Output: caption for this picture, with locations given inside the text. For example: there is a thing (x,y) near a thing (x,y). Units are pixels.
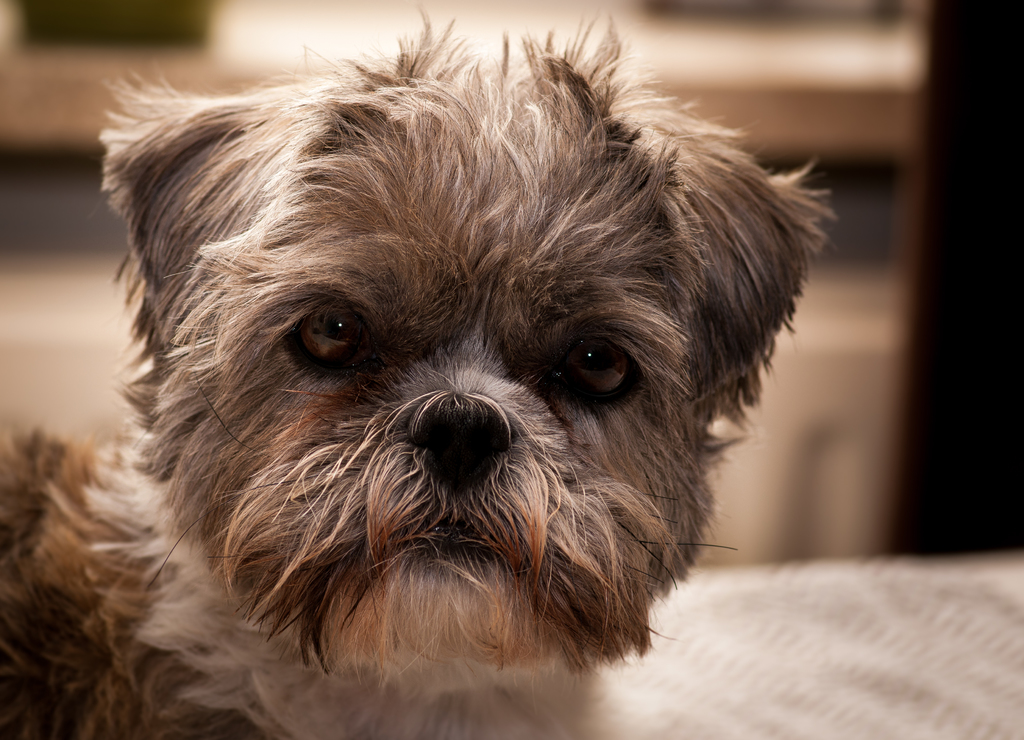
In this picture I can see a dog (525,240) and I can see blurry background (862,365).
